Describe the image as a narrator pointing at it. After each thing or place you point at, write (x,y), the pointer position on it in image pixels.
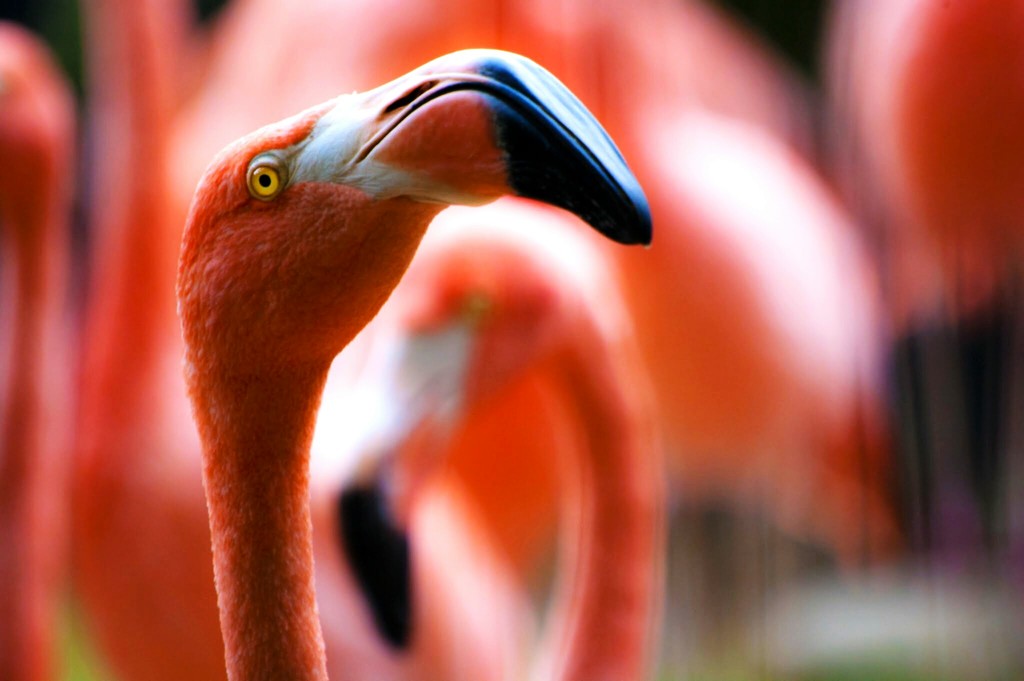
In the image we can see there is a flamingos head (231,156) and behind there are other flamingos (46,130) standing. Background of the image (7,249) is blurred.
